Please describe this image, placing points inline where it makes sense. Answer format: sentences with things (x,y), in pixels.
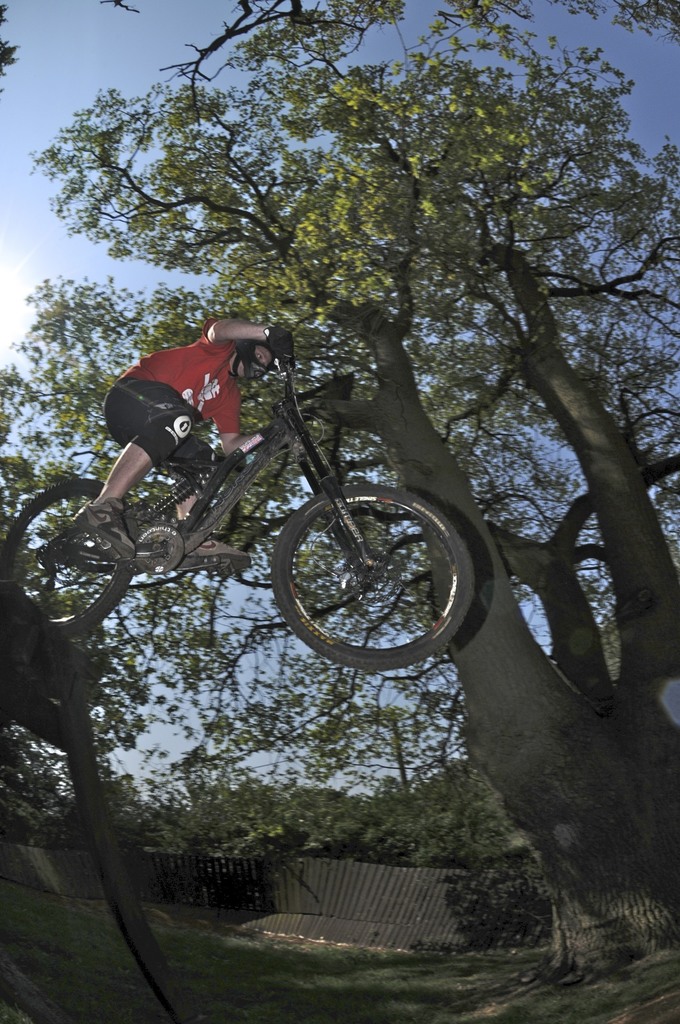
This is an outside view. On the left side (159,413) there is a person (174,449) riding the bicycle (231,494) in the air. At the bottom (234,983), I can see the ground (380,1000). On the right side (531,713) there is a tree (539,781). In the background (295,908) there is a fencing (200,900) and many trees (249,830). At the top of the image (96,60) I can see the sky (87,35).
